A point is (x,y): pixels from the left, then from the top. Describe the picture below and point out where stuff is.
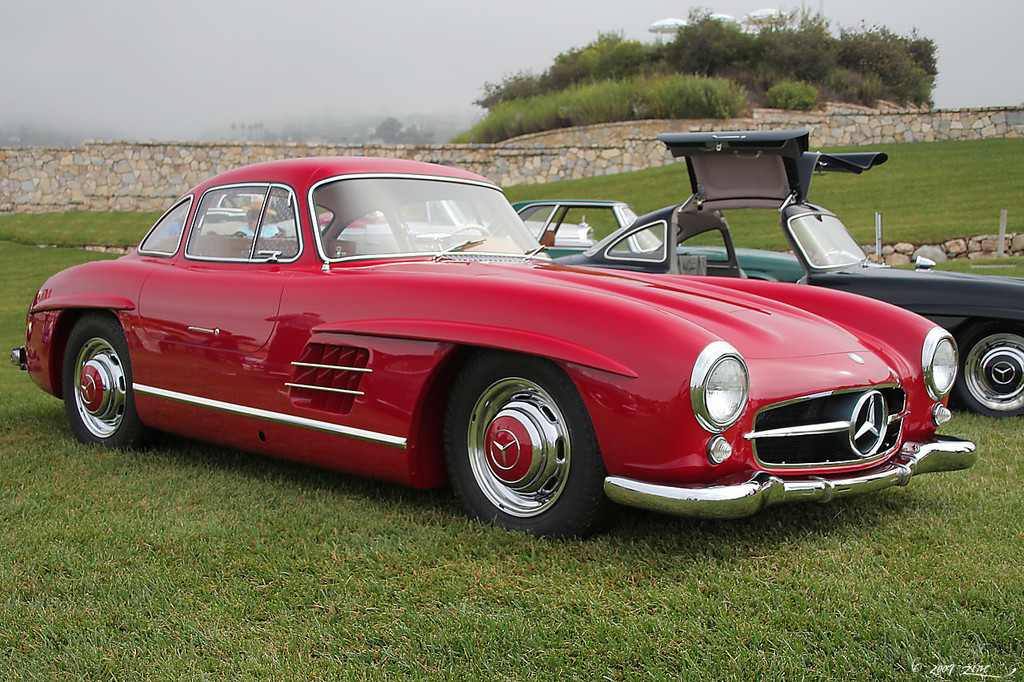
In this image in the front (786,584) there's grass (623,575) on the ground (623,575). In the center (591,315) there are cars (592,251). In the background (527,118) there is wall (706,128) and there are trees (657,53) and the sky (215,39) is cloudy and there are tents (674,30) which are white in colour.
